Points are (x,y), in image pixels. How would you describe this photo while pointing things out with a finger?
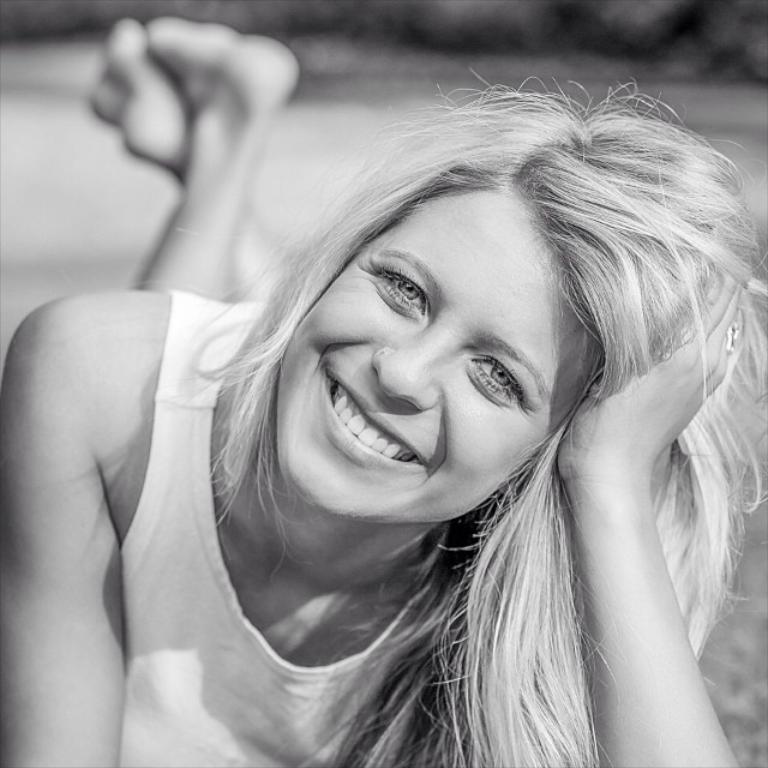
In this image we can see a lady (459,369) lying on the ground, and the background (499,25) is blurred, also the picture is taken in black and white mode.
